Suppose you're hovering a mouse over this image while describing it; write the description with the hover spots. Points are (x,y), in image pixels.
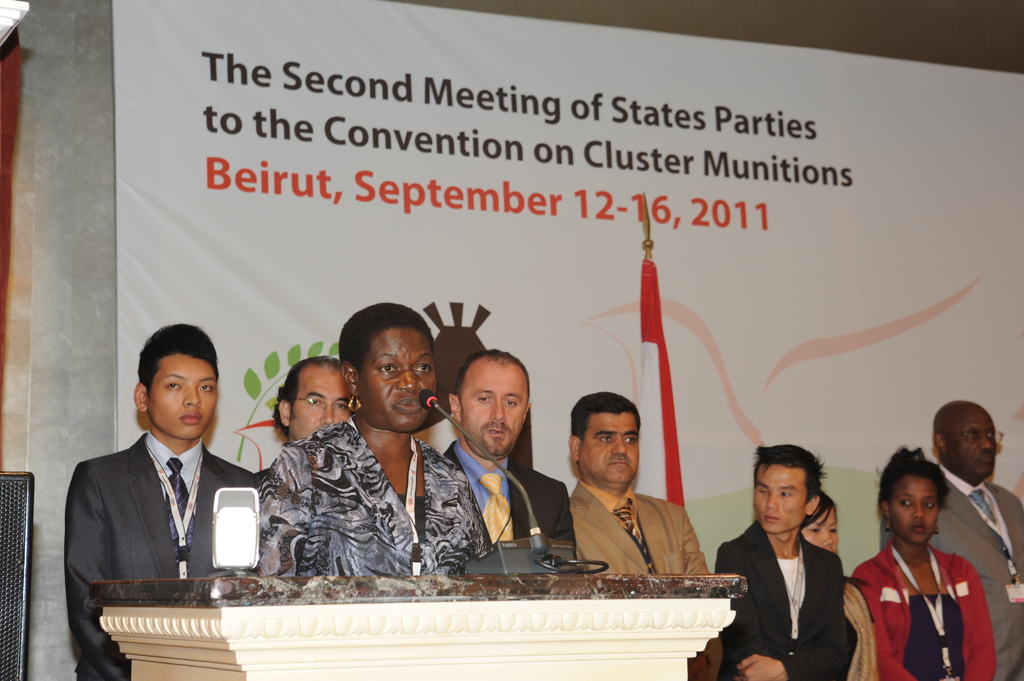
In this image I can see the group of people (582,466) with different color dresses (975,521). I can see one person (308,514) standing in-front of the podium (344,590). On the podium (339,580) I can see the mic (473,570). In the background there is a banner (424,132) and something is written on it.
